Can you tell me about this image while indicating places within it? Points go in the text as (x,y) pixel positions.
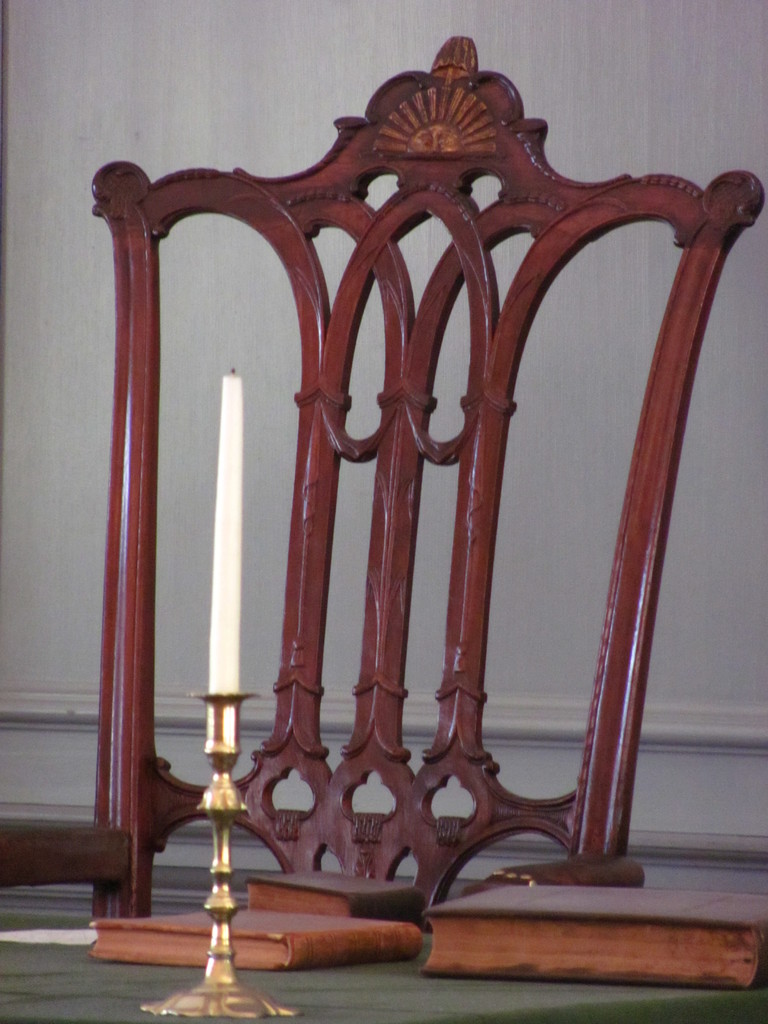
In this image there is a chair (487,171). Before it there is a table (6,981) having few books (300,934) and a candle stand (215,941) with a candle (228,632) on it. Background (696,139) there is a wall (262,693).
